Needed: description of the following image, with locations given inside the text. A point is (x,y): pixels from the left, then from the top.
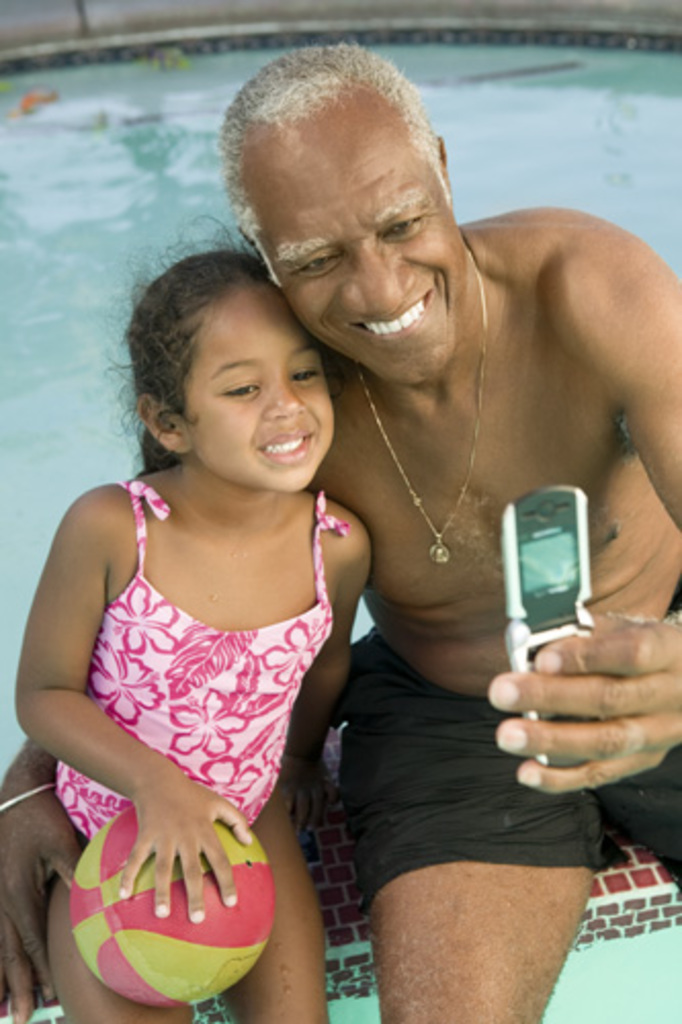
A man (476,450) is holding a mobile (543,579) and smiling. Near to him a girl (175,741) is sitting with a ball (213,903). In the background (135,143) there is water (106,109).
